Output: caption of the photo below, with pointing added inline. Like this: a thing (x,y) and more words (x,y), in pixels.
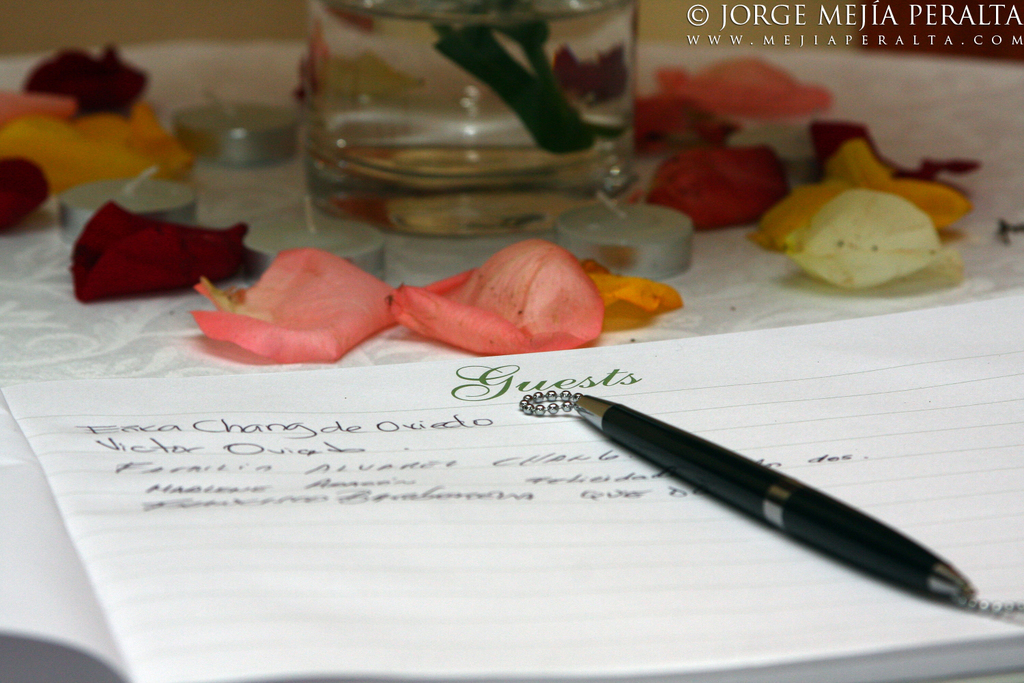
In this image in the foreground (552,382) there is one paper (894,495) pen (718,482), and on the paper (338,473) there is text (557,460). In the background (492,144) there is glass (330,86), rose petals (823,204), in the glass (461,110) there is water (472,122) and some objects (573,133). At the bottom (12,573) it looks like a book (5,521), at the top of the image (748,36) there is text (933,14).
